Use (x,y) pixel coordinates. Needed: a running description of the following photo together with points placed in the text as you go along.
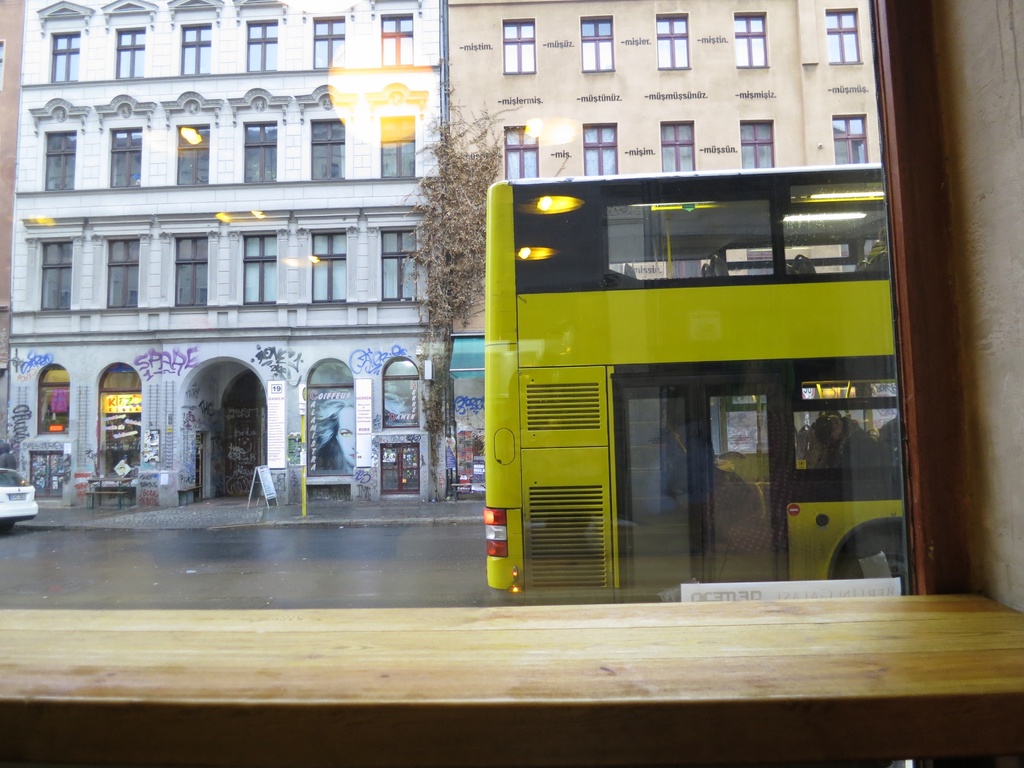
In this image we can see a bus (644,330). In the back (166,248) there is a building (180,162) with windows (200,252). Also there are lights (345,113). And there is a tree (436,325). And we can see car (25,489) on the left side (17,513). And there are few other items (318,458).
